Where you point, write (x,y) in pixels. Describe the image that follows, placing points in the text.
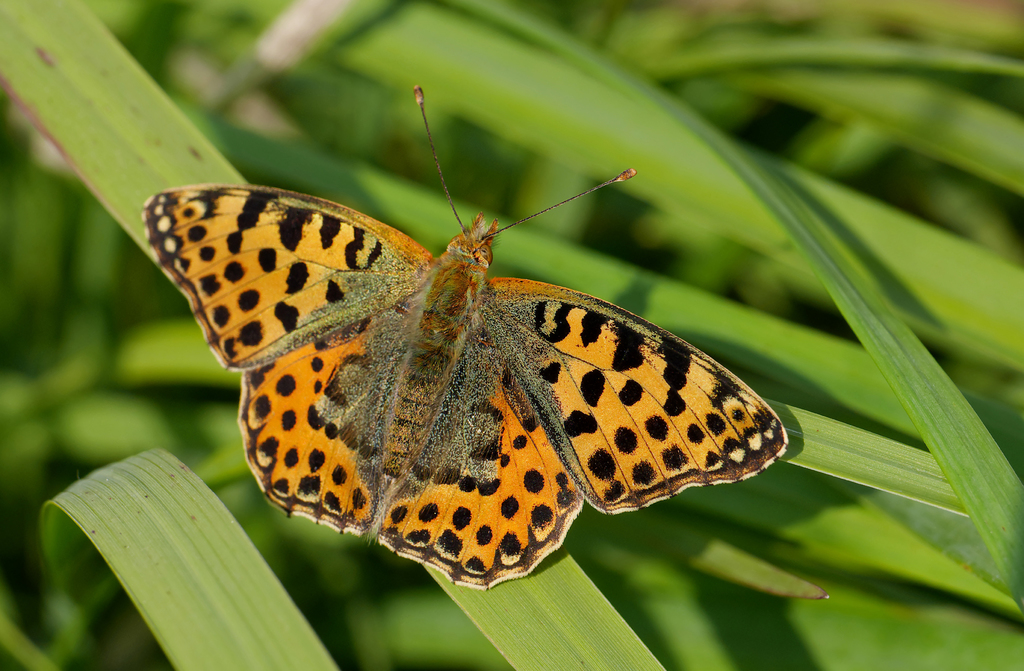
In this image, we can see a butterfly (495,442) on the leaf (180,154). Background (691,647) there is a blur view. Here we can see few leaves (561,76).
